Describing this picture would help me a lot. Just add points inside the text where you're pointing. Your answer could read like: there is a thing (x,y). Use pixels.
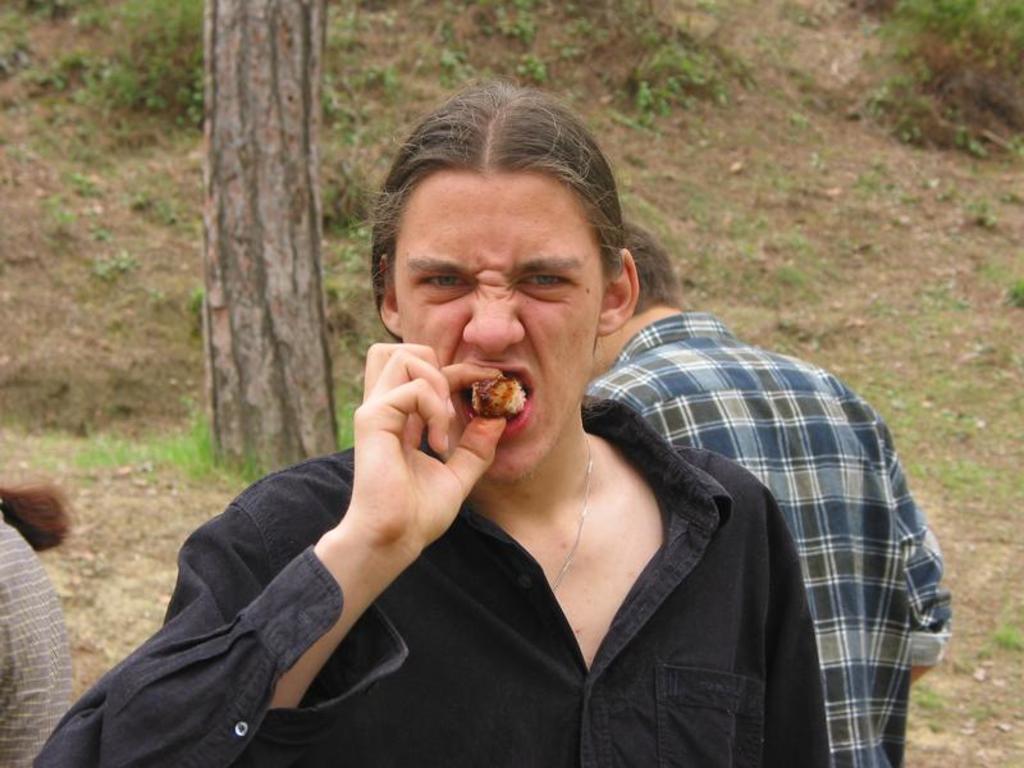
In this image there is a person (466,461) eating a food item (490,406), in the background (688,399) there are two persons (662,399) standing and there is a grassland (452,58) and a tree (271,193).
